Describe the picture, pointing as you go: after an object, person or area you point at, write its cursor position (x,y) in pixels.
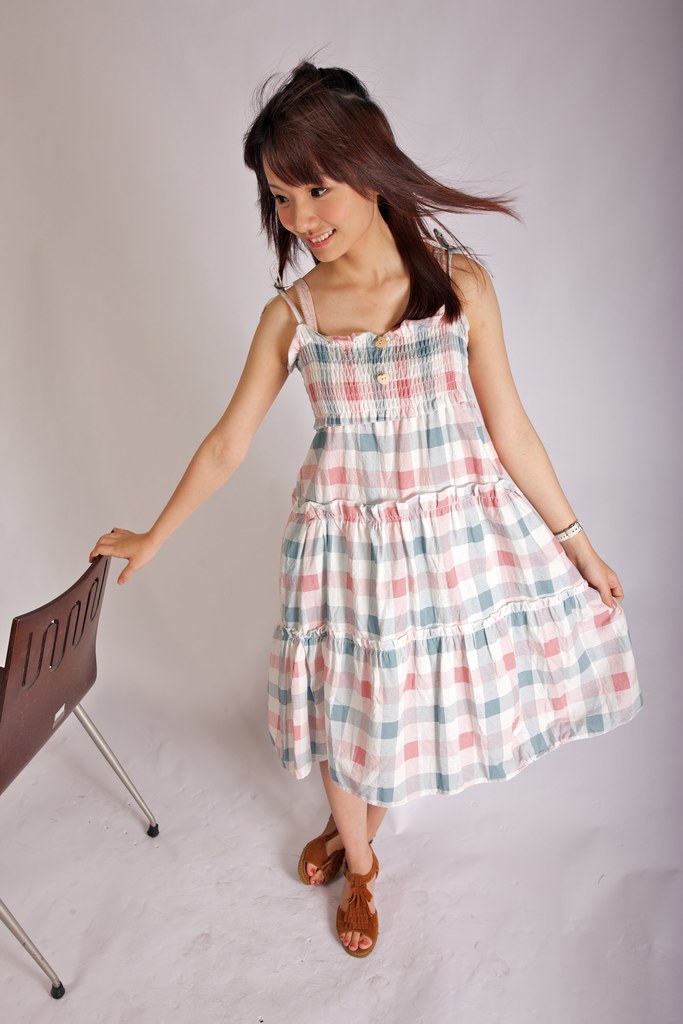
In this picture we can see women (521,562) wore light color clothes (386,524), she is smiling and she is catching the chair (93,621).
